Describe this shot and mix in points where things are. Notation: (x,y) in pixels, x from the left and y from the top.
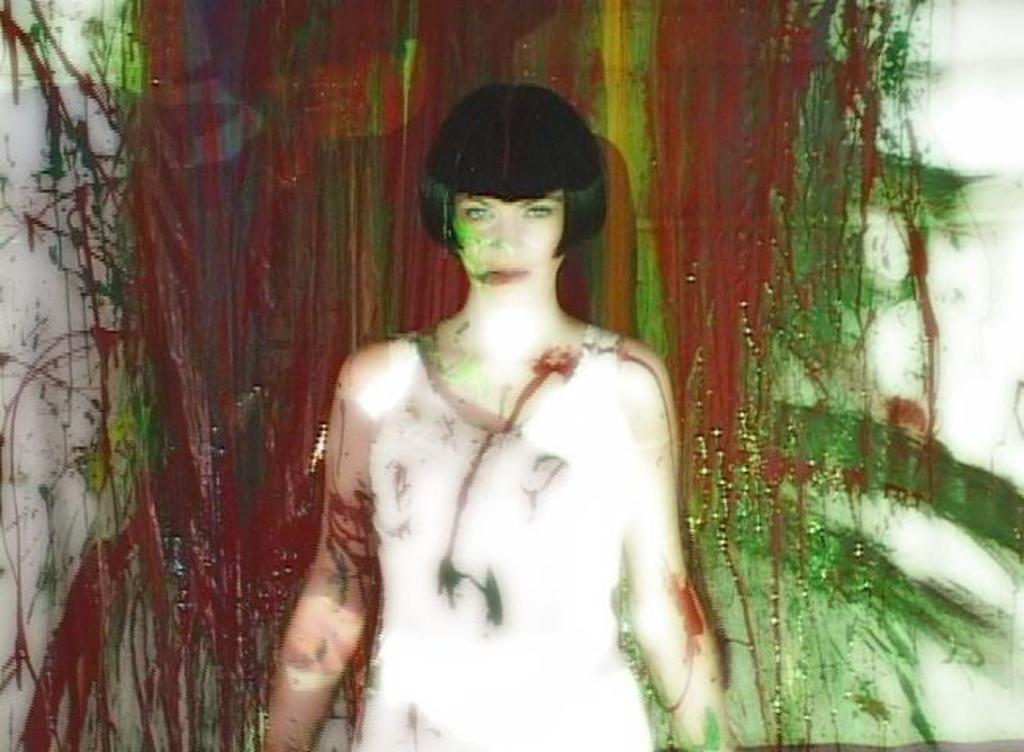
In this picture there is a girl (685,678) in the center of the image (478,487) and there is a painted wall (393,128) behind her.
